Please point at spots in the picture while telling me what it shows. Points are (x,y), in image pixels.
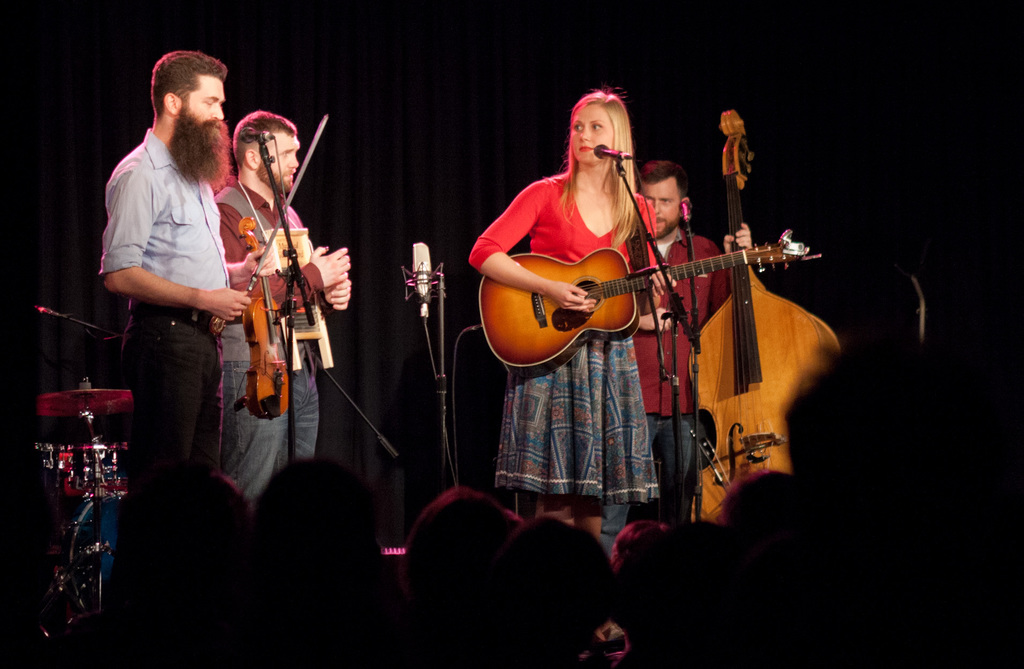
In the picture we can see four people (642,395) standing, three (657,383) are men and one (628,397) is woman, three people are holding instruments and one woman (589,383) is also holding a guitar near the micro phone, she is wearing the red top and skirt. In the background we can see some musical instruments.
